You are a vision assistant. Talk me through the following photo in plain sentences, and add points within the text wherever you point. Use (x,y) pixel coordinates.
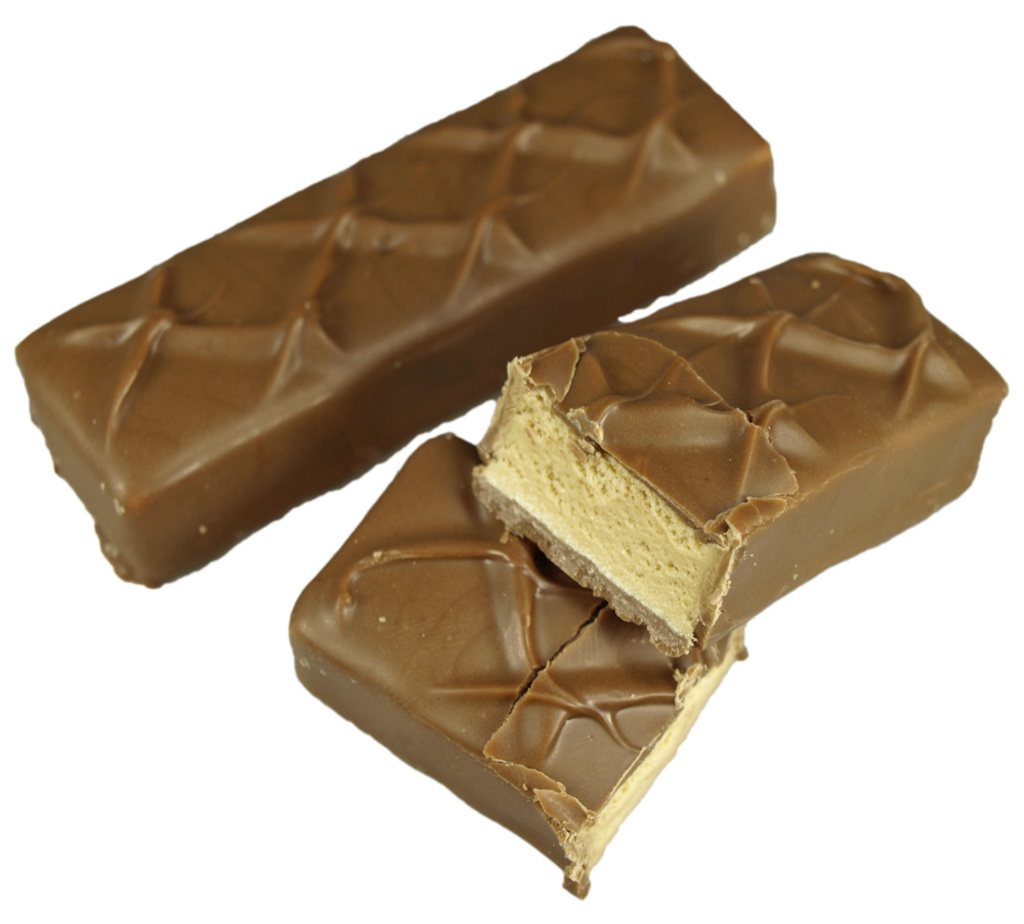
In this picture we can see chocolates (639,753) on a white surface (258,748).
